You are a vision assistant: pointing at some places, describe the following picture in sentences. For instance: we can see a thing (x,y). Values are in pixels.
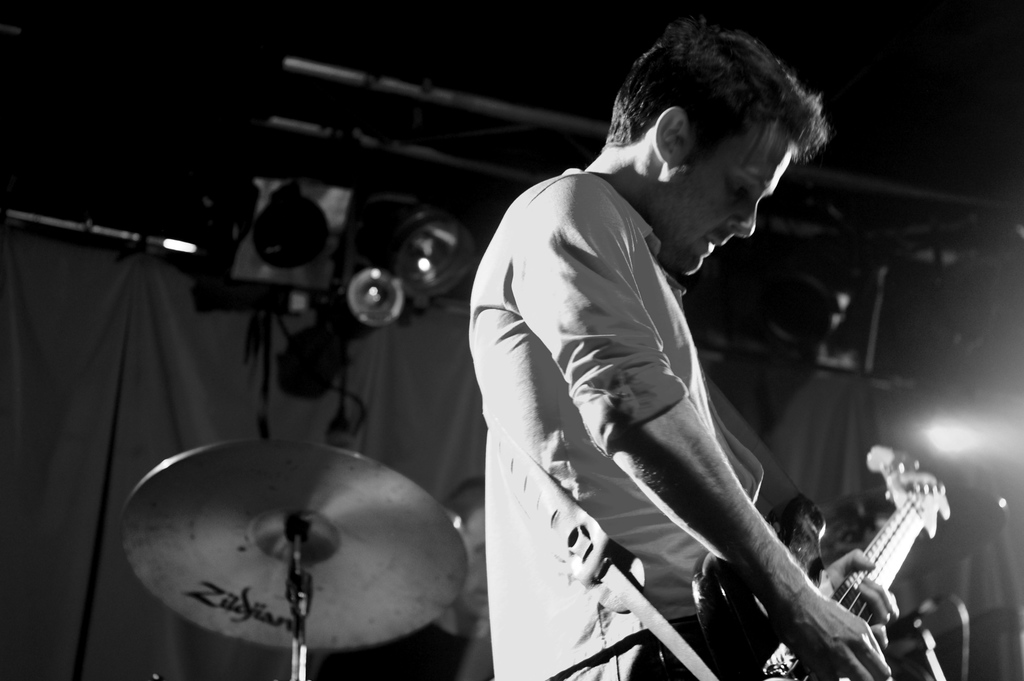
This picture shows a man (520,220) standing and playing guitar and we see drums (303,508) back of him.
